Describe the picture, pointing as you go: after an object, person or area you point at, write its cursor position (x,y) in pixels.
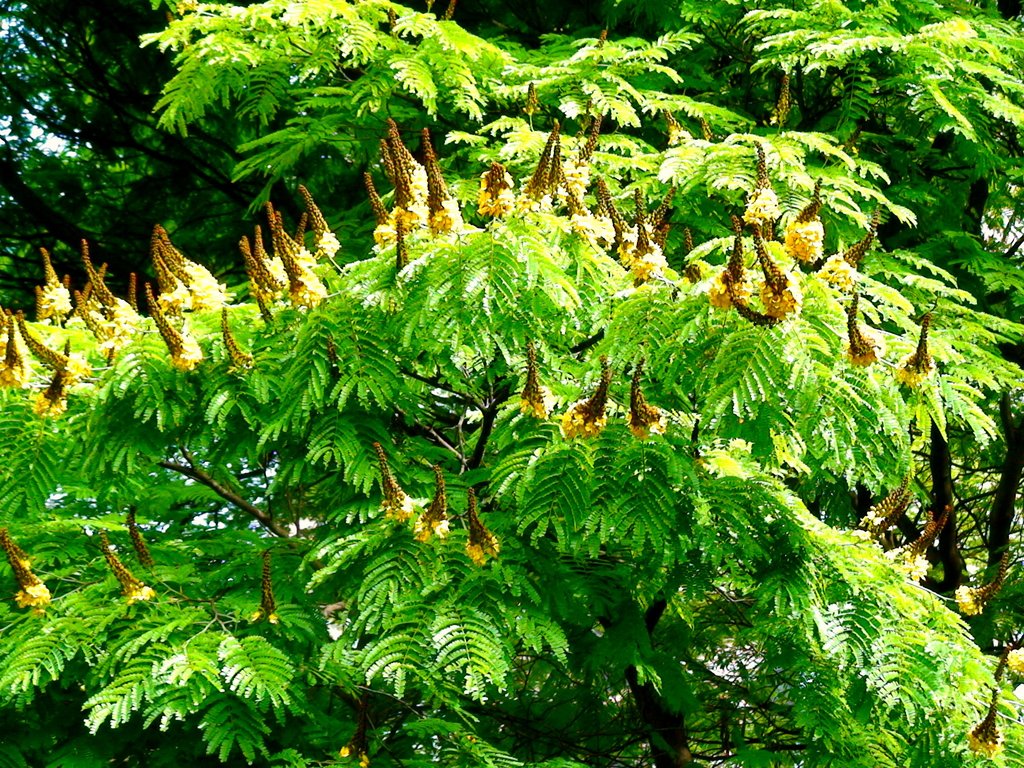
In the image there are trees (856,282) with leaves (836,333) and also there are yellow flowers (201,287).
